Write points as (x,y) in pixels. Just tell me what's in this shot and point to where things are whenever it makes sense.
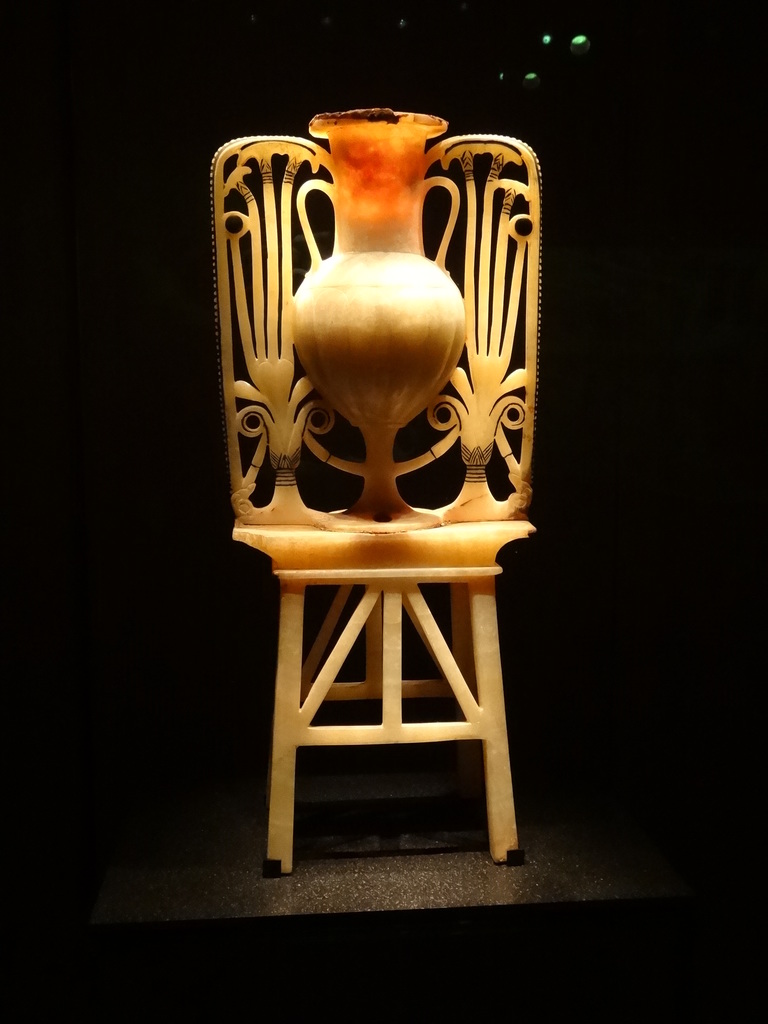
Here we can see a flower vase (335,386), placed on the table (440,646).
